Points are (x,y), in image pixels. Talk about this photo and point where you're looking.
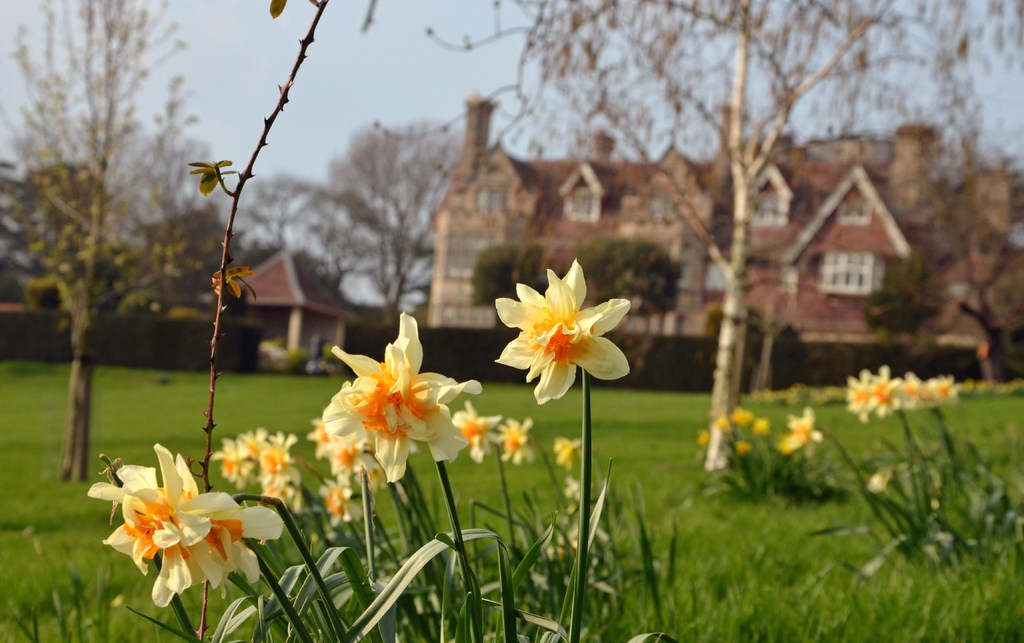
This picture is taken from the outside of the building (1023,180). In this image, on the right side (893,506), we can see some plants (916,521) with flowers (918,388). In the middle of the image (599,309), we can see some plants (343,541) with flowers (243,446) which are in cream color. On the left side (117,111), we can see a tree (113,129). In the background (209,296), we can see some buildings (817,251), windows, trees (972,226), plants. At the top (361,21), we can see a sky (420,55), at the bottom (706,457), we can see some plants (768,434) and a grass (667,600).
